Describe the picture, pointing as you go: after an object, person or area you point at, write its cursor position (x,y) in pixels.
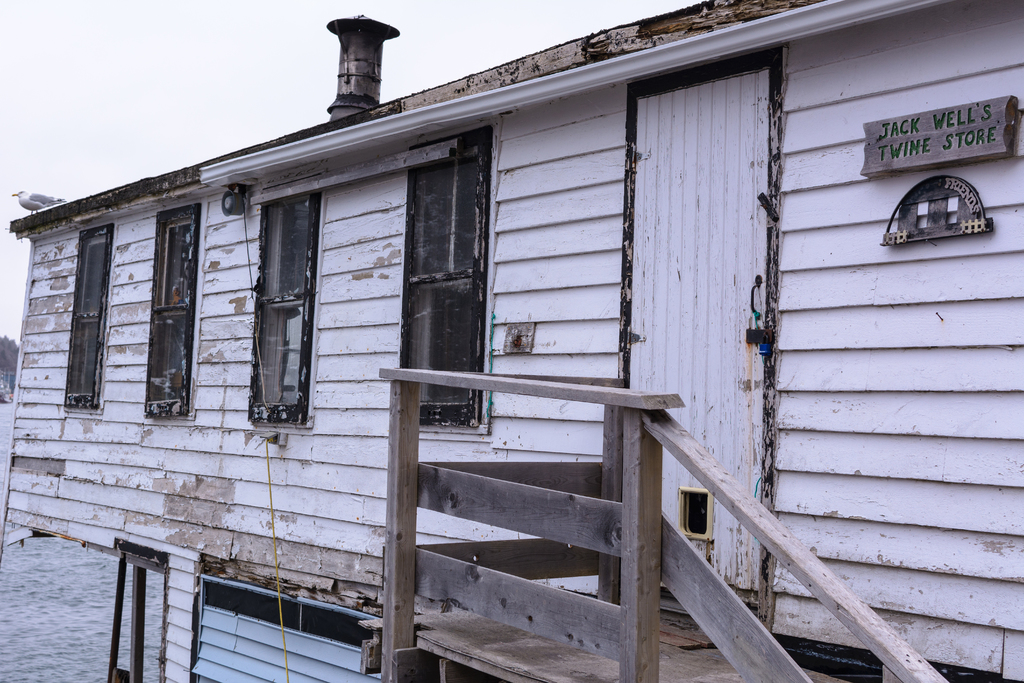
In this image we can see wooden stairs (504,650), wooden house (526,429) on which we can see a board (977,154) and a bird (55,203). In the background (44,113), we can see the sky (184,157). Here we can see the water (35,629).
